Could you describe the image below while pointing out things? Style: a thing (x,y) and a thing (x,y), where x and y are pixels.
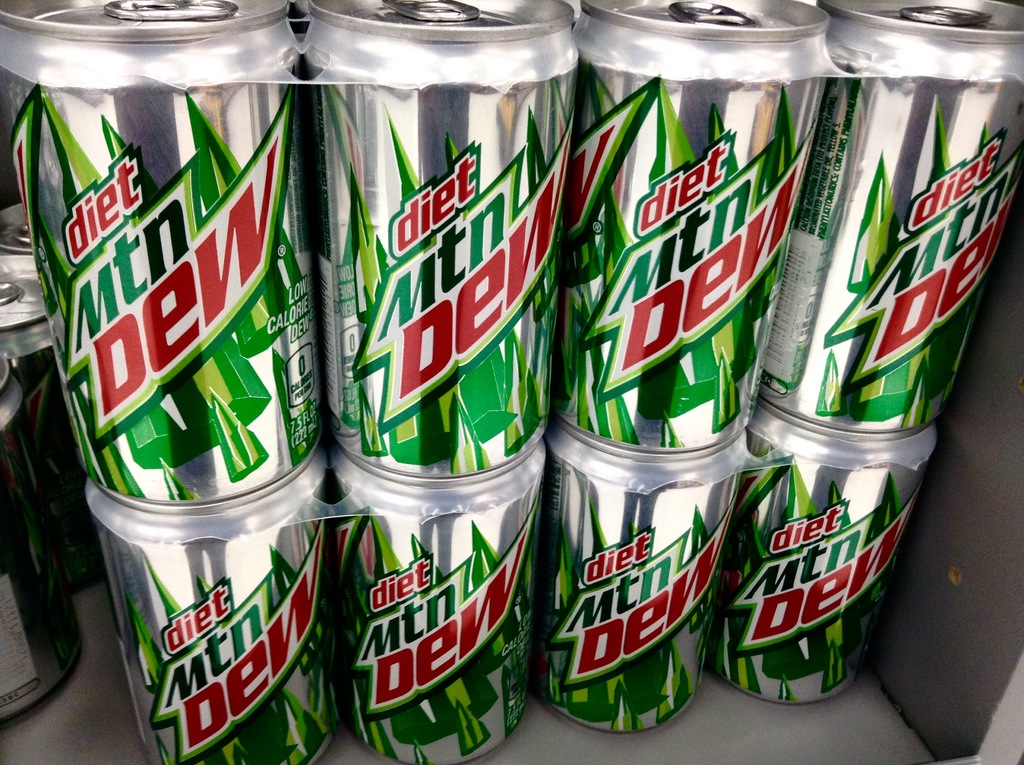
This picture is consists of mountain dew tins (524,256) in the image.
